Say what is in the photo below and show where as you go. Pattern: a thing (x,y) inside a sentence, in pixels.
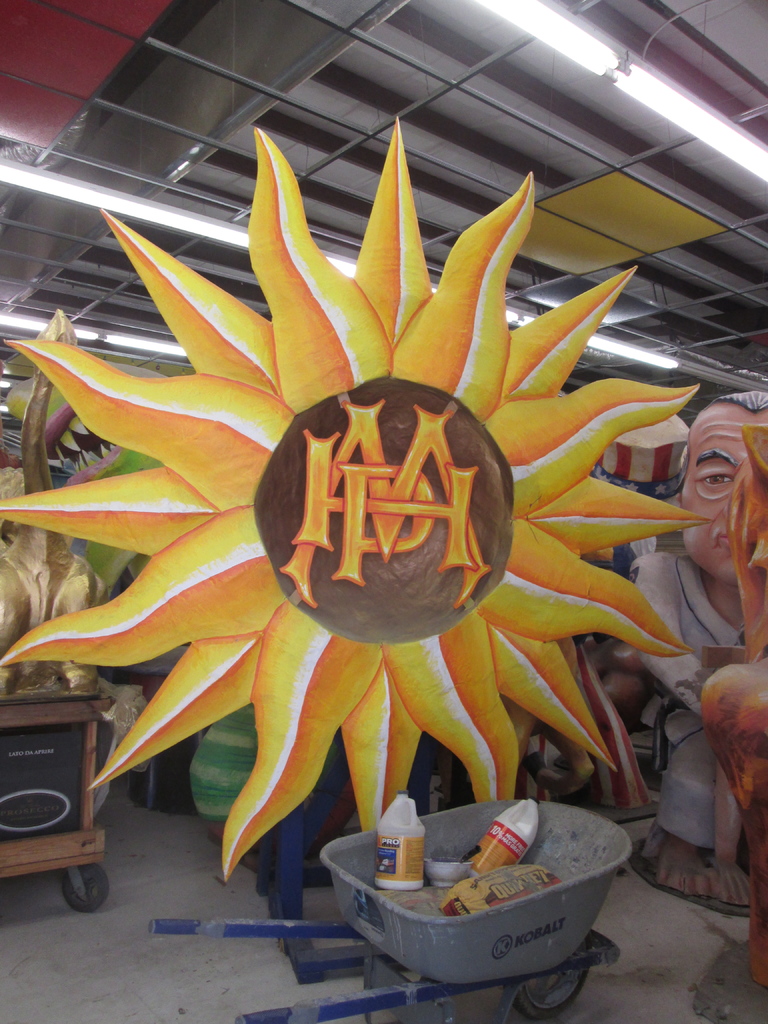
Here we can see a sunflower hoarding (321,559) and on the right (662,605) there are persons hoarding (662,586) and on the left (26,565) there is an item (40,559) on a trolley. In the background (24,133) there are lights (88,191) on the roof top (31,63), poles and on the floor (265,914) we can see a trolley (404,917) with two bottles (397,851) and objects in it.
